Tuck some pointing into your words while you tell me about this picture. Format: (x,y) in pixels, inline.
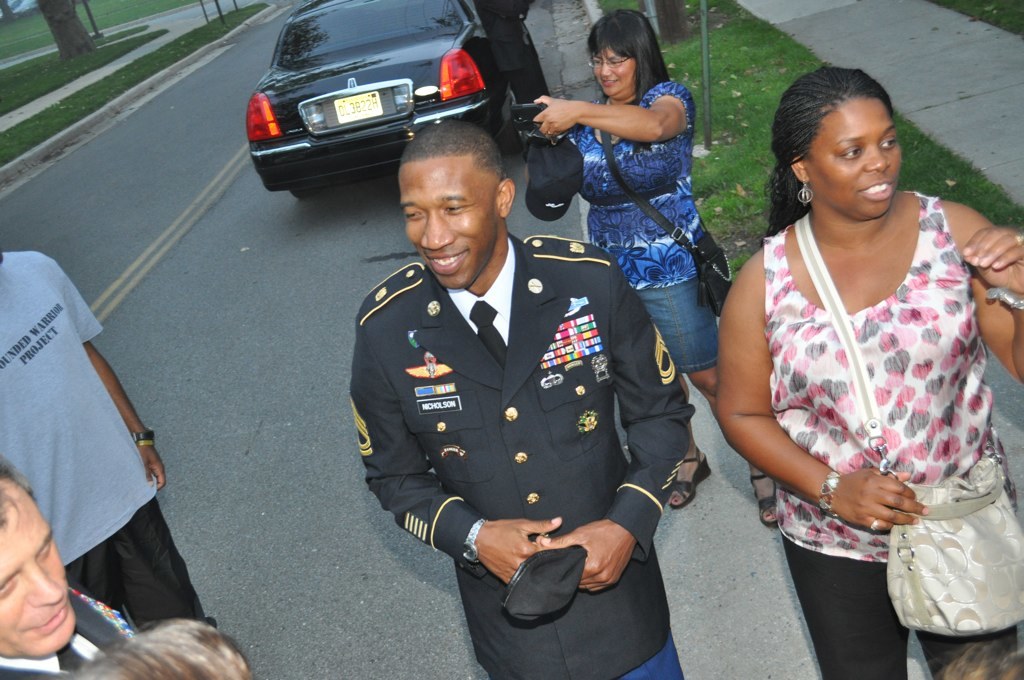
In this picture we can see a group of people (408,480) on the road (350,483) and in the background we can see a vehicle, grass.
